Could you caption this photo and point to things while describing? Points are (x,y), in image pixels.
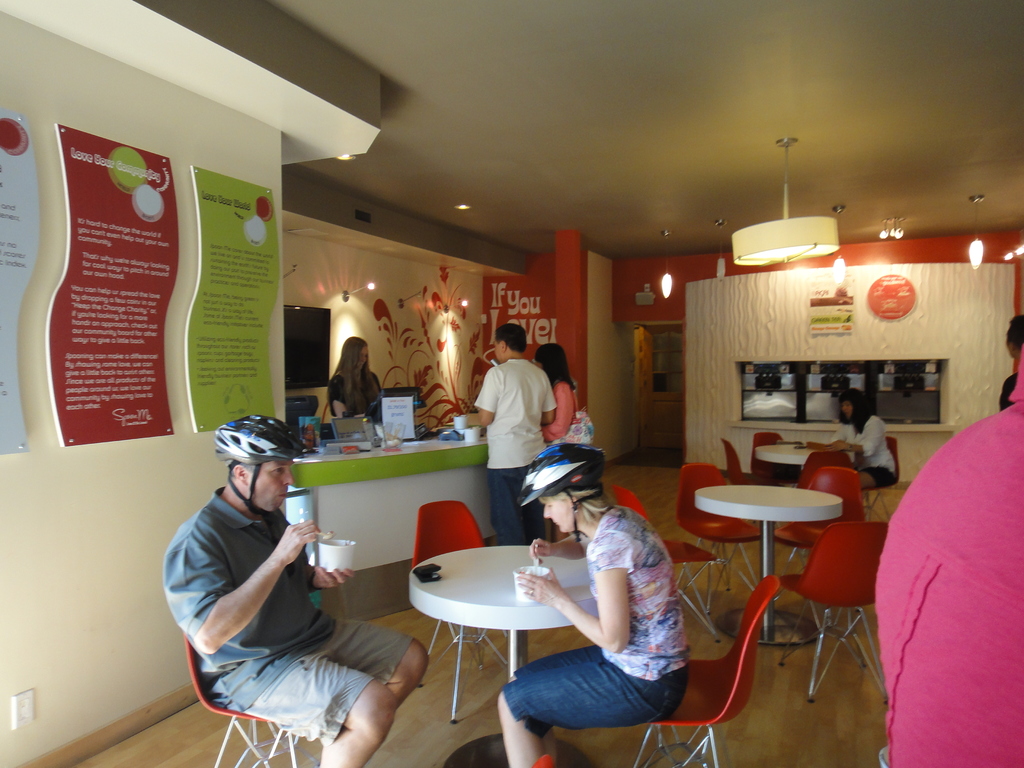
This is the picture of a Cafeteria (629,450) where we have some chairs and tables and a cabin (377,452) in which a lady (330,405) is standing and there are some people (284,540) sitting on the chairs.
